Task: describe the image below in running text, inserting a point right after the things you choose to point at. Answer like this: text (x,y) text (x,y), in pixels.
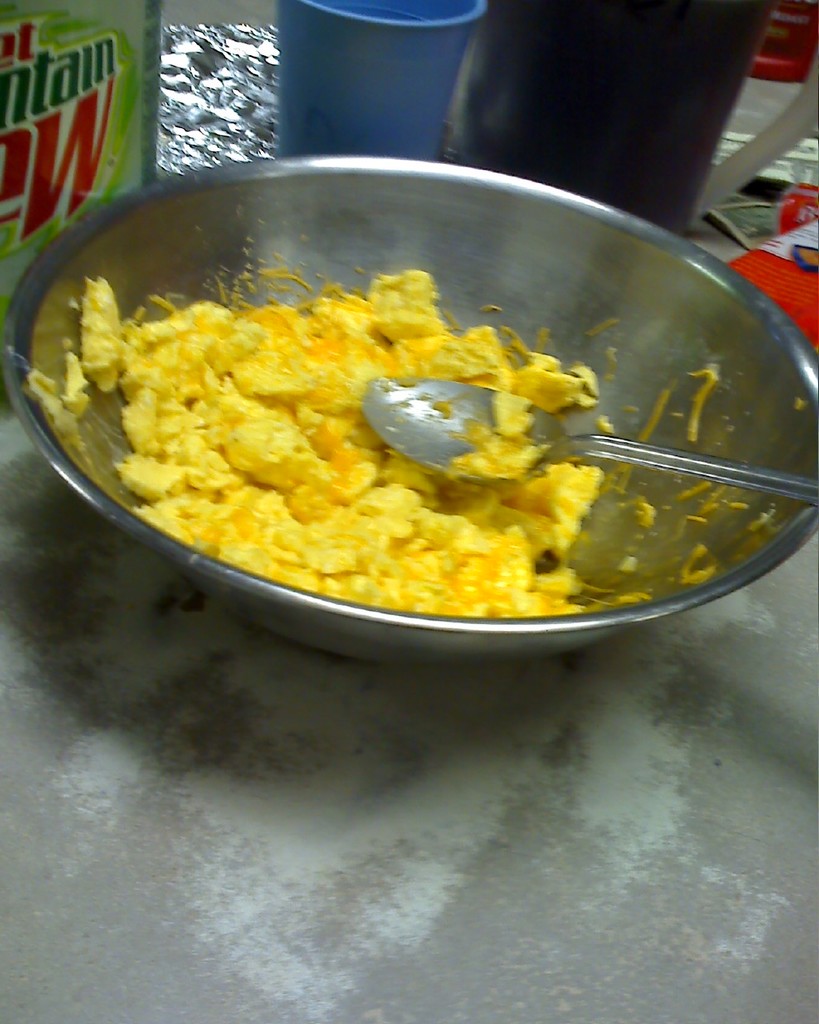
In this image I can see a bowl (622,530) in which food items (378,530) are there, spoon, glasses (309,127), plastic covers (272,113) and utensils (528,136) may be on a table (405,780). This image is taken may be in a room (631,501).
